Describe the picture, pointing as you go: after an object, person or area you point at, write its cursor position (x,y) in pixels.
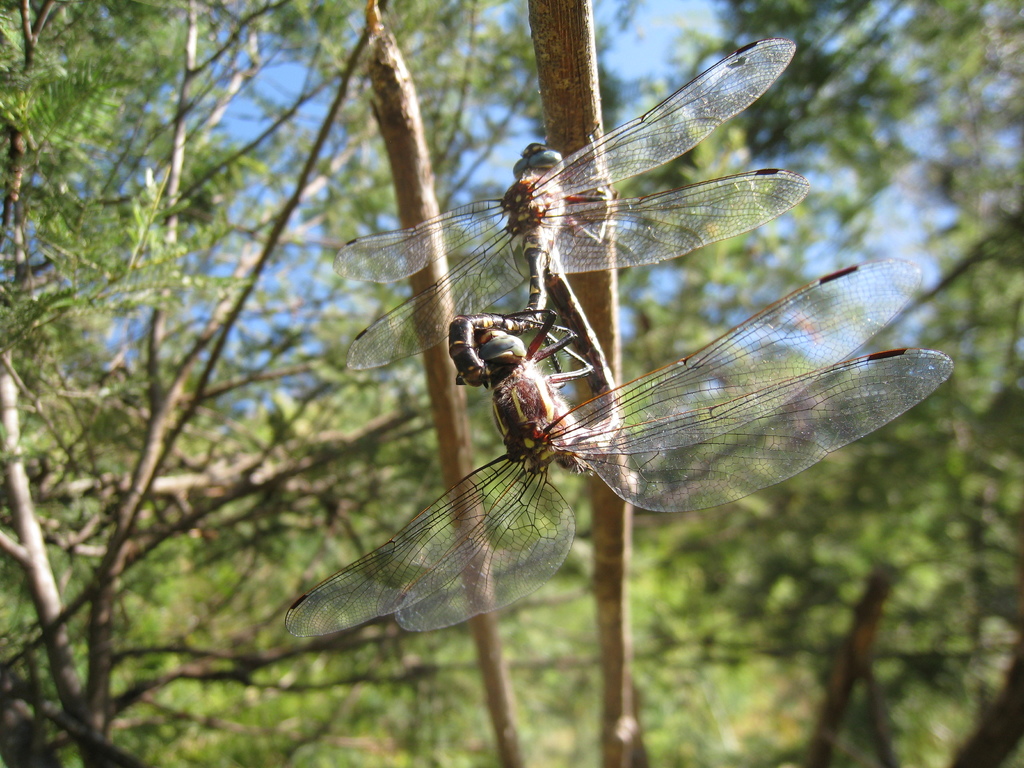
In this picture we can see dragonflies (314,624) are sitting in the tree (495,663).
